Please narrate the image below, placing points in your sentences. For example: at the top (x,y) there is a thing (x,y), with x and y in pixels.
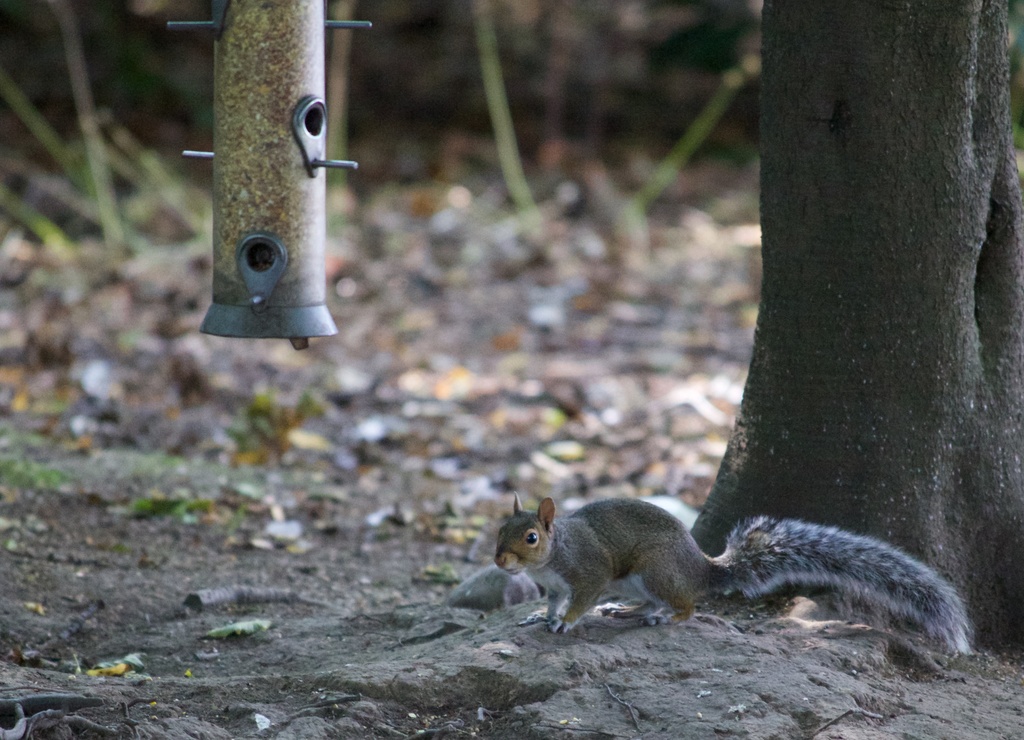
In this picture I can see there is a squirrel (651,622) here and there is a tree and there are dry leaves (434,475) and soil (346,559) on the floor (501,191).
